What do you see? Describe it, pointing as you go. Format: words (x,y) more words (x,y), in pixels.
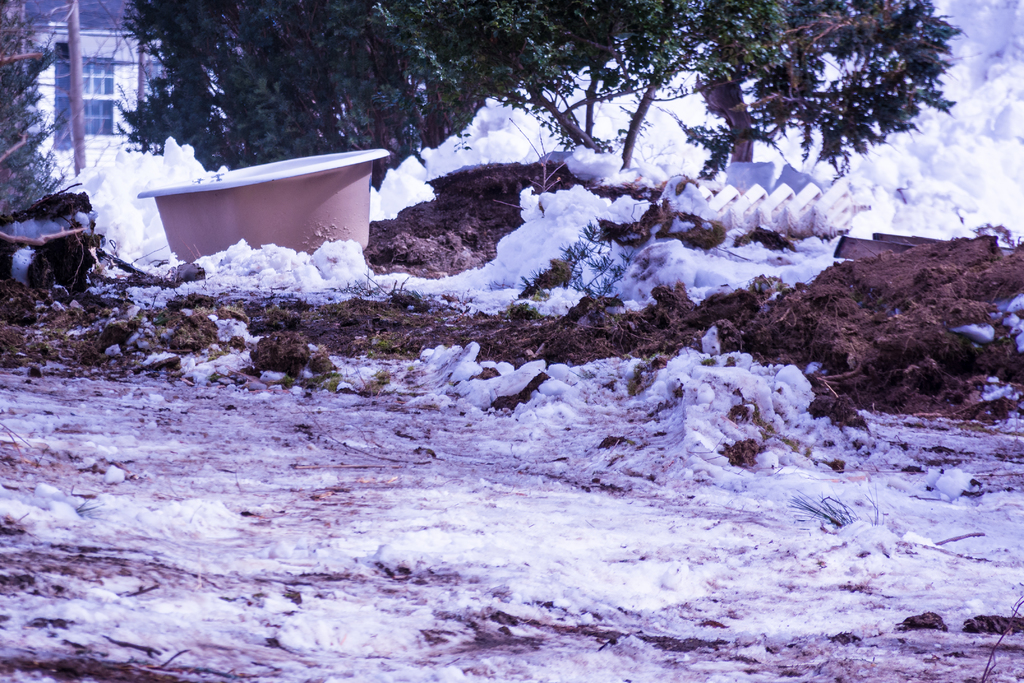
In this image at the bottom (438,634) there is snow (527,420) and sand (457,207), and on the left side (223,215) there is one tub (285,198). And in the background (138,87) there is a house (55,121), trees (23,191) and snow (900,176) and some objects (727,194).
